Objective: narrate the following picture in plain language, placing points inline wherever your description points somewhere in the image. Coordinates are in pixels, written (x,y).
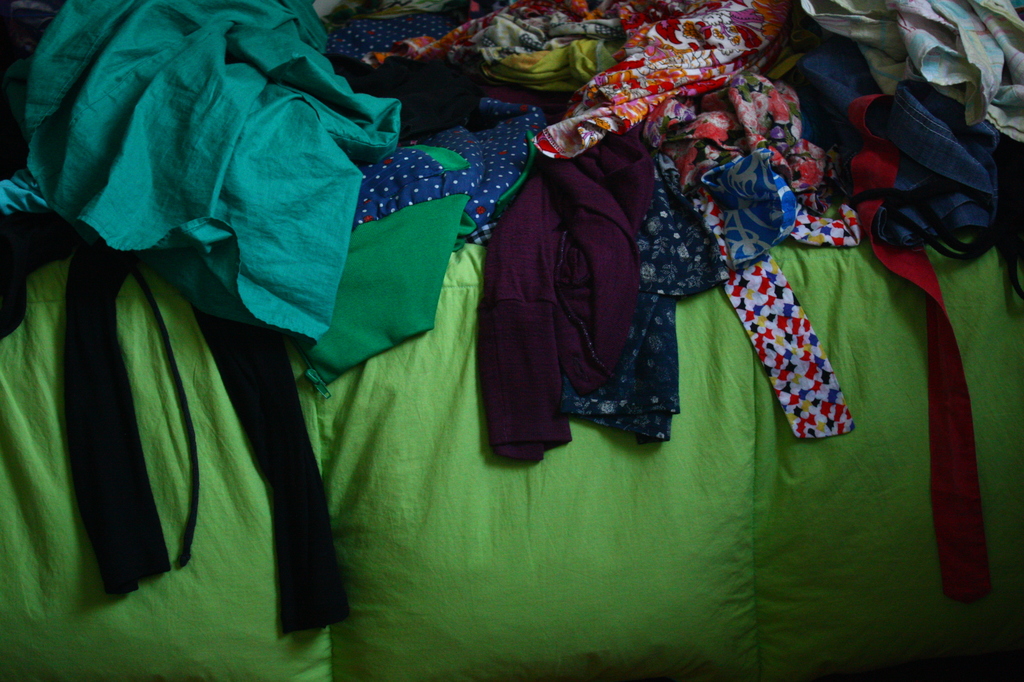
In the picture we can see a group of clothes (950,233).
